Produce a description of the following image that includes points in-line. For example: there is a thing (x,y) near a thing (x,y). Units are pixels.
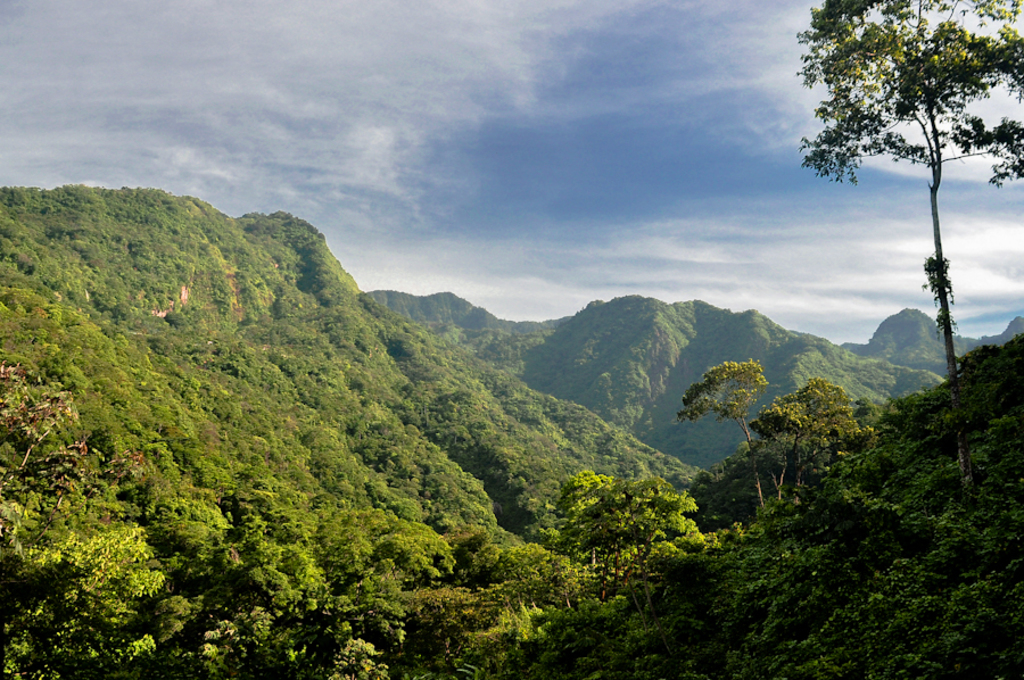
In the center of the image (483,346) we can see hills (324,391), trees (530,437) are there. At the top of the image (595,163) clouds (580,255) are present in the sky (532,241).
